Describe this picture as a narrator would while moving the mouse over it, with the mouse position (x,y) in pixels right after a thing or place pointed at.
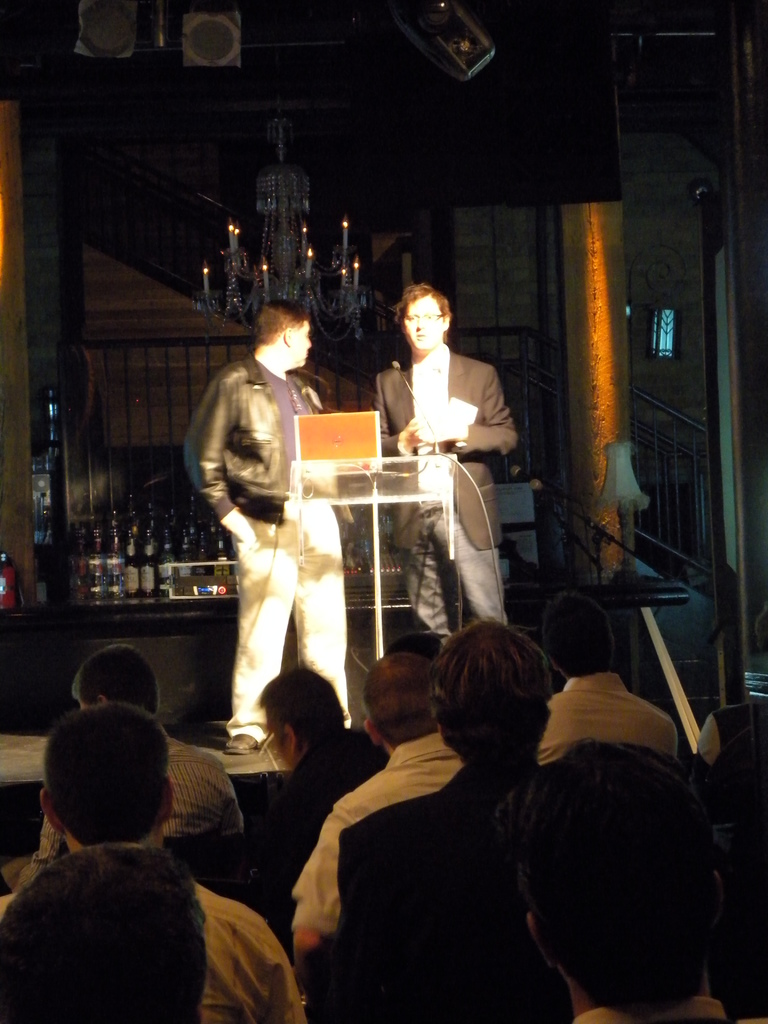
In this image we can see two persons (306,357) standing on the stage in front of the podium (376,524). We can also see the people (123,884). In the background (114,571) we can see the alcohol bottles (130,559) on the counter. We can also see the railing (665,489), wall window (654,346) and also the light (292,225) hangs from the ceiling (273,26). We can also see some other objects (234,37).
